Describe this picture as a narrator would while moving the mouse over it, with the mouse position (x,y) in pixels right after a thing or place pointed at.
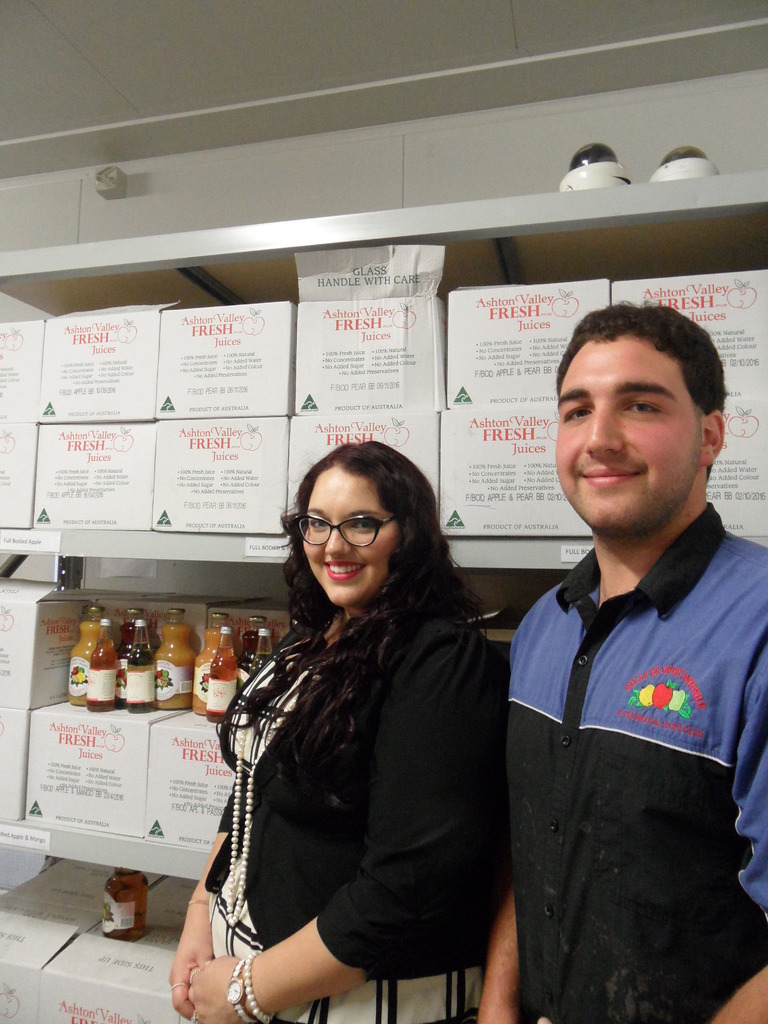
In this image there is a man (546,857) and a woman (353,745) standing. They are smiling. Behind them there are boxes (338,340) and bottles (137,689) on the racks (220,266). At the top (324,48) there is the ceiling (335,42).
